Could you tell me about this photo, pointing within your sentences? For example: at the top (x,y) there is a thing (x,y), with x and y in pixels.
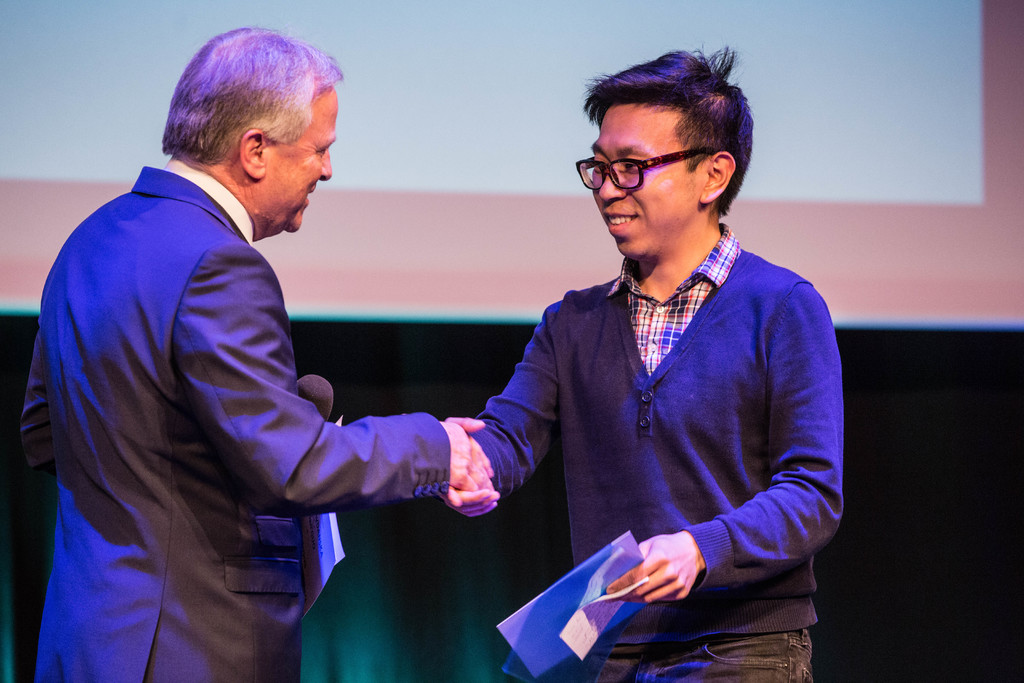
There are two men (611,143) shaking their hands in the center of the image (452,452), there are papers (337,526) in their hands (628,583).
